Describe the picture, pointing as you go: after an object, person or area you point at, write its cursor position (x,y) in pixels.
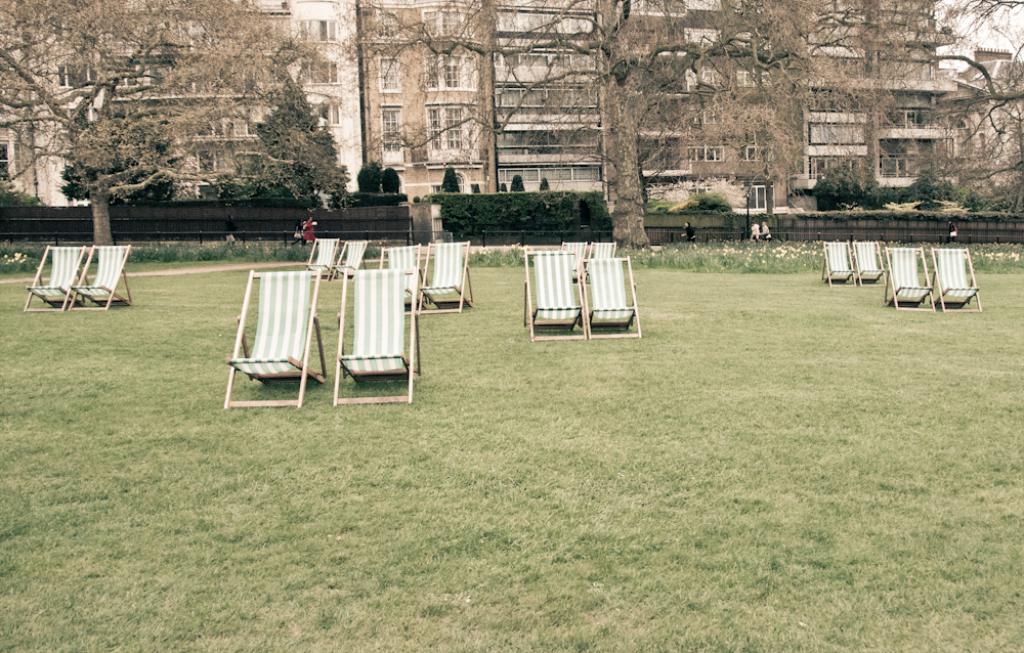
In this picture we can see many chairs (540,338) in the park (443,362). On the bottom (242,499) we can see grass (631,587). On the background (854,198) we can see building (739,126), trees (103,149), plants (445,224) and wall (707,216). On the top right corner (991,29) there is a sky (979,20). Here we can see a woman (307,229) who is wearing red dress (309,232).
